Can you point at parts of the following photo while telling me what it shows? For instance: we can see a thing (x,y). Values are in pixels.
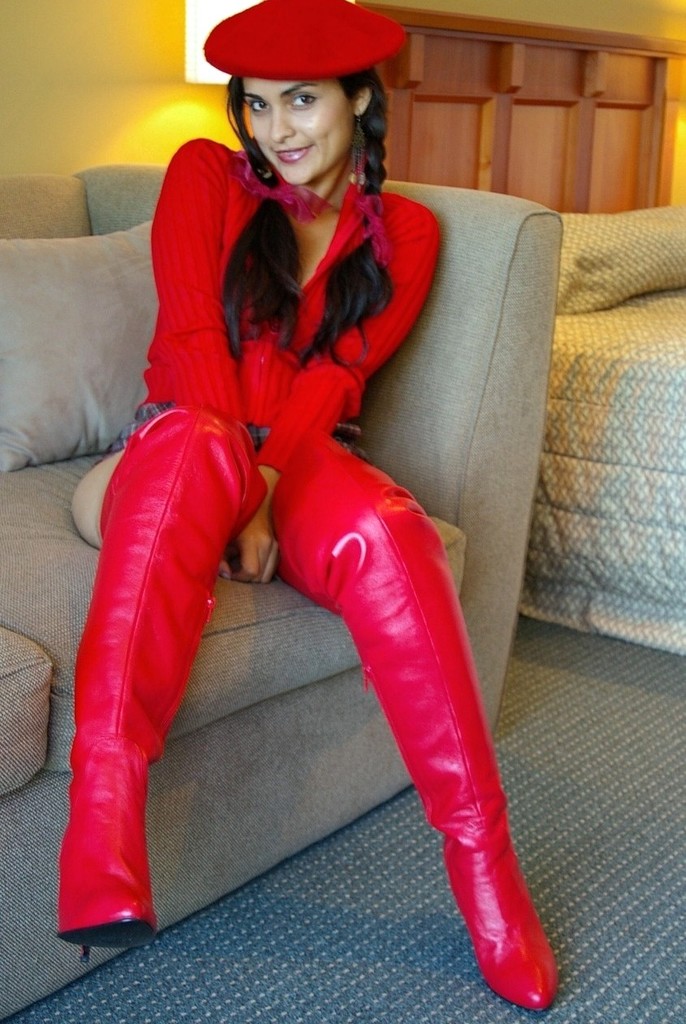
In this image there is a women (249,446) sitting on sofa (94,386) wearing a red colour dress (297,405) and smiling. On the right side (602,333) there is a bed (629,292). In the background (210,66) there is a lamp (210,28). On the floor (583,809) there is mat (589,865) which is blue in colour.
